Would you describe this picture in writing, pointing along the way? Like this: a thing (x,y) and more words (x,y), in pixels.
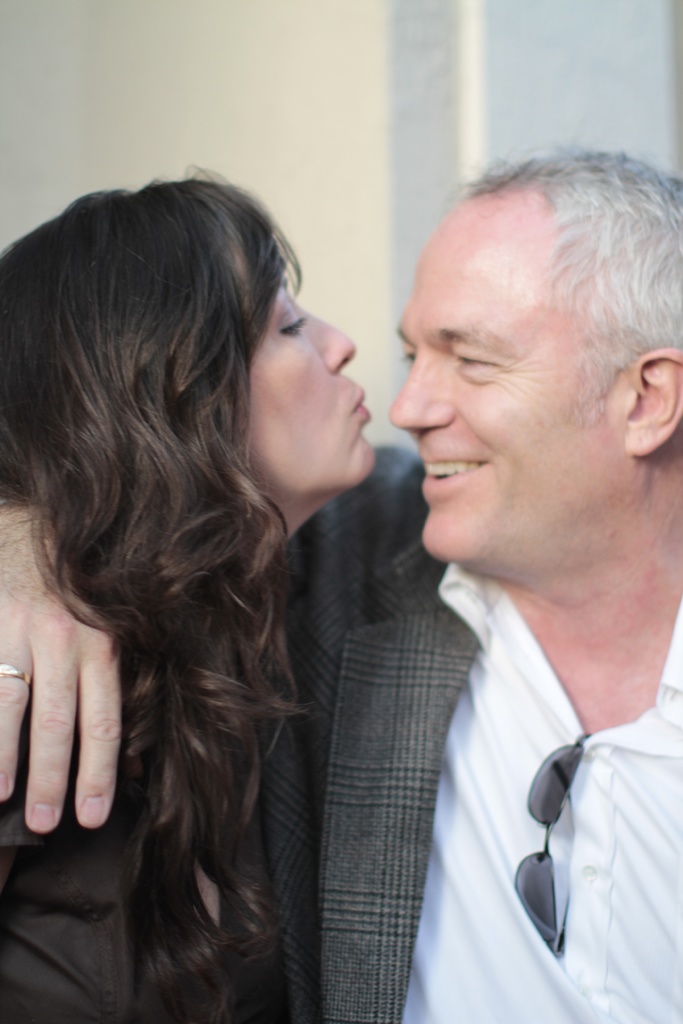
In this image in the right (538,504) there is a man (517,548) wearing white shirt (497,719). He is smiling. In the left (142,353) there is a lady (150,392). In the background (284,80) there is a wall (342,69).
